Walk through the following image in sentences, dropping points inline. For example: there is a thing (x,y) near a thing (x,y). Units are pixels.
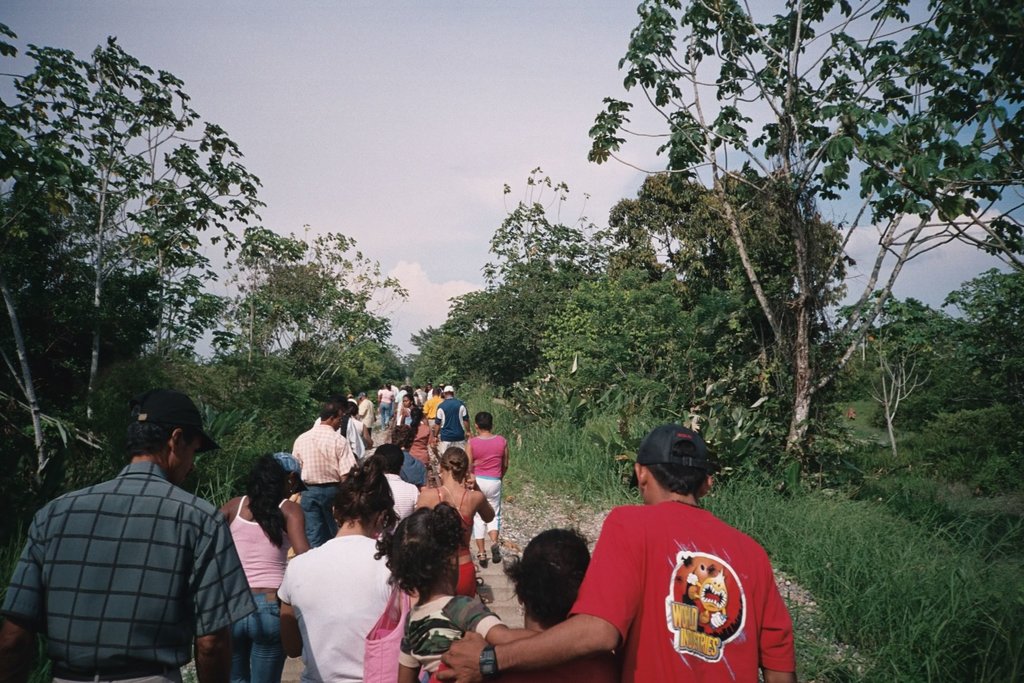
In this image there are persons (419,574) walking. And beside them there are trees (698,317) and a sky (559,181).
